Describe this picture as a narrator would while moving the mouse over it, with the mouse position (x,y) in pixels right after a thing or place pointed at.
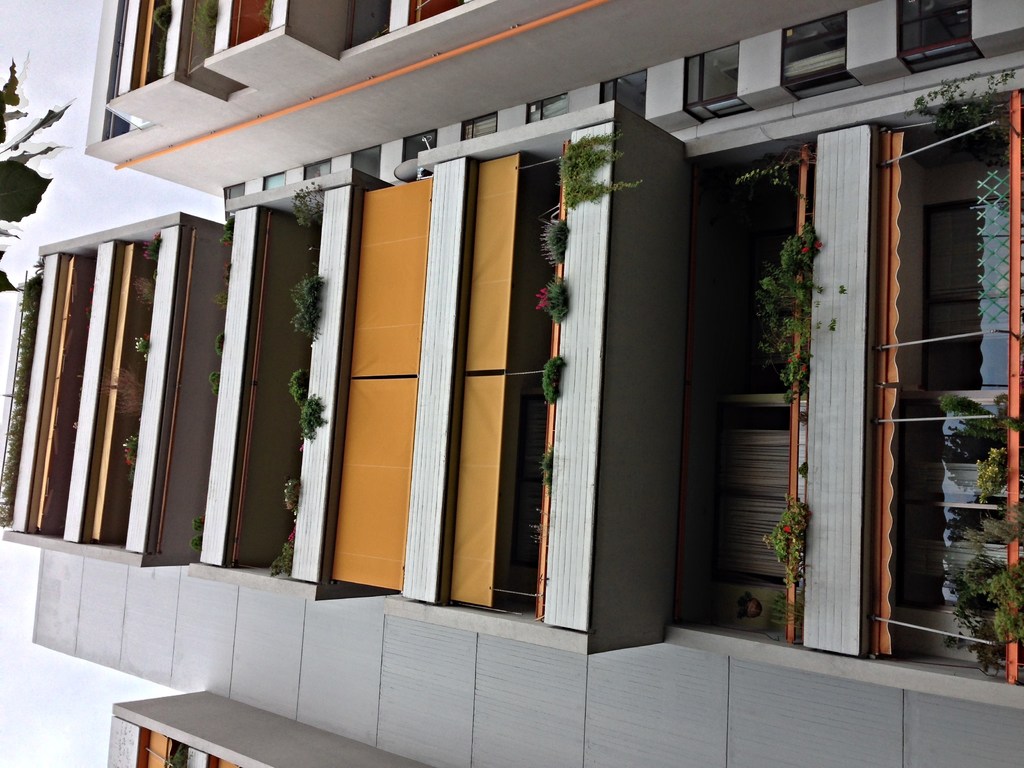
In the picture there is a building (735,382), there are many house plants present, there are creepers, there is a cloudy sky (50,765).
